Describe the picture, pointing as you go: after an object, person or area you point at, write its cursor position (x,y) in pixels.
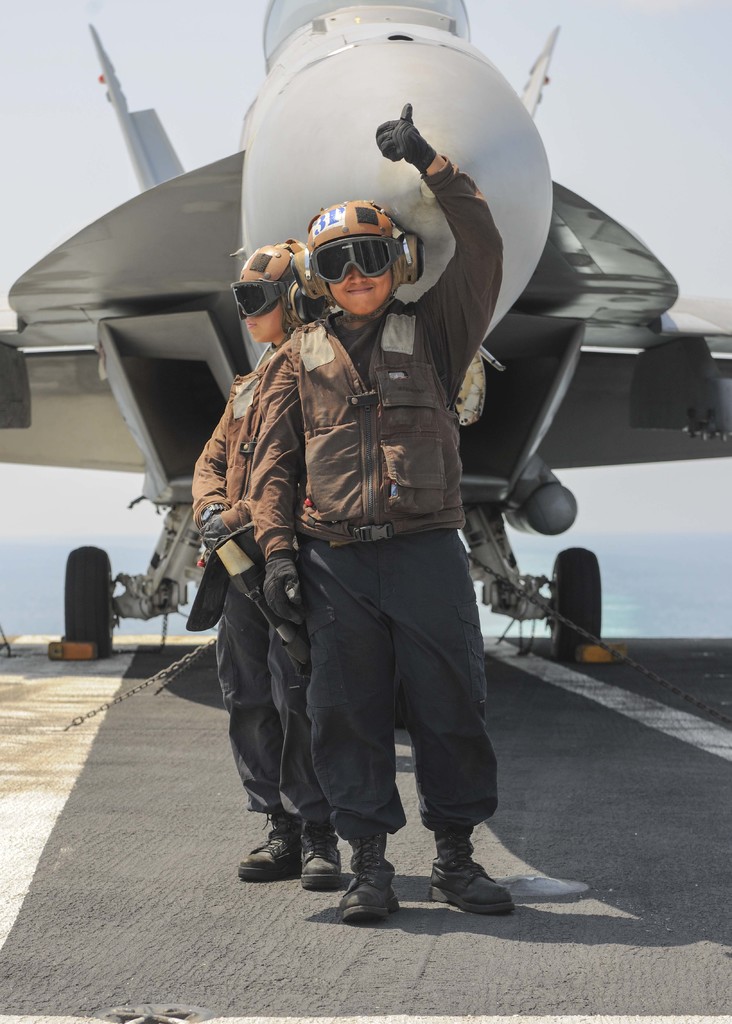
In the picture I can see two people (371,606) are standing on the ground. These people (260,412) are wearing helmets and some other objects (365,482). In the background (187,198) I can see an airplane (182,367), the sky (32,158) and some other objects (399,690).
